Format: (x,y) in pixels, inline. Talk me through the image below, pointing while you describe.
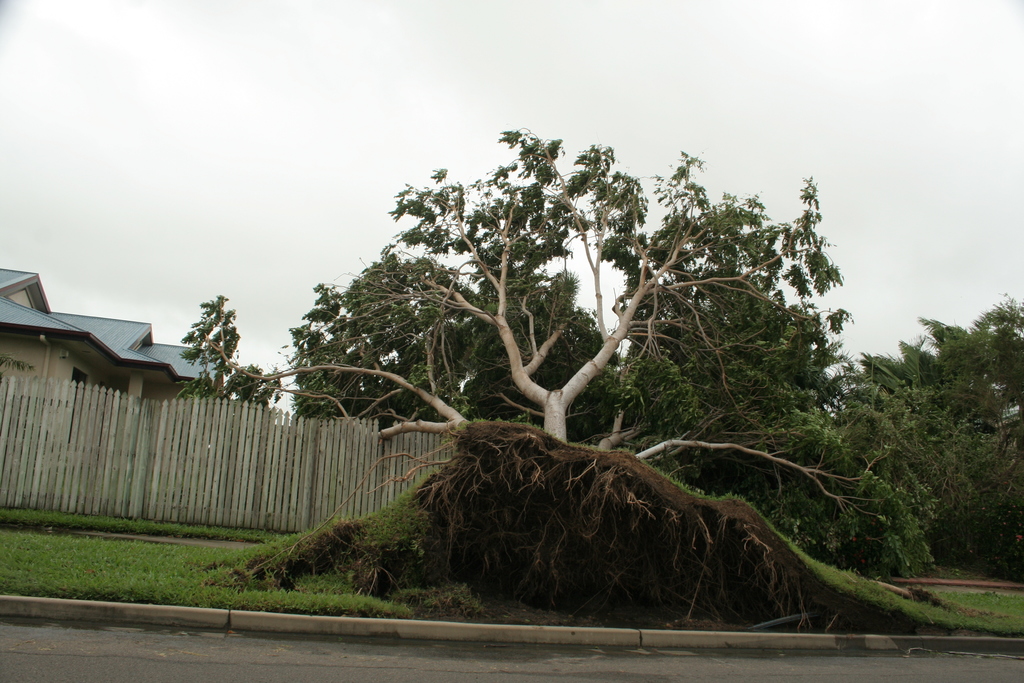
In this picture we can see many trees (785,387). On the left (21,344) there is a building (96,348) near to wooden fencing (117,442). At the bottom (272,575) we can see green grass (130,582) near to the road (457,680). At the top (435,78) we can see sky (408,106) and clouds (410,105).
